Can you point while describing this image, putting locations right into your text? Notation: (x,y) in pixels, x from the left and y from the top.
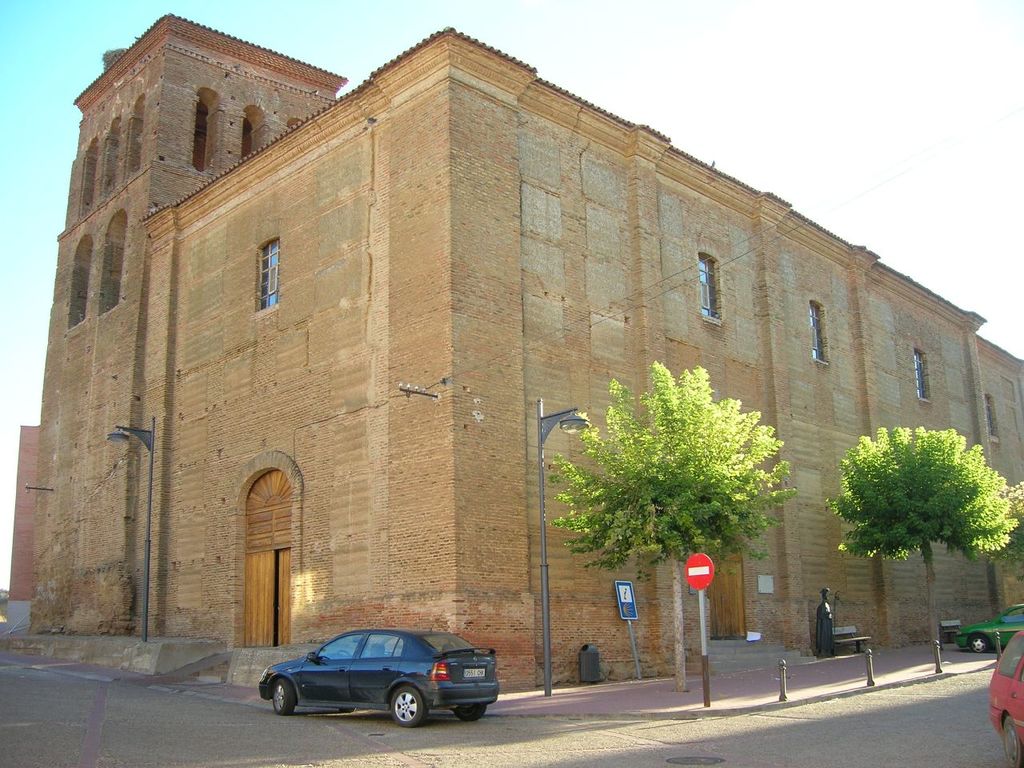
In this picture we can see road (26,668), vehicles (1012,613), poles (558,416), boards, lights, wires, trees (620,415), bin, sculpture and building (399,622). In the background of the image (835,147) we can see the sky (886,217).
